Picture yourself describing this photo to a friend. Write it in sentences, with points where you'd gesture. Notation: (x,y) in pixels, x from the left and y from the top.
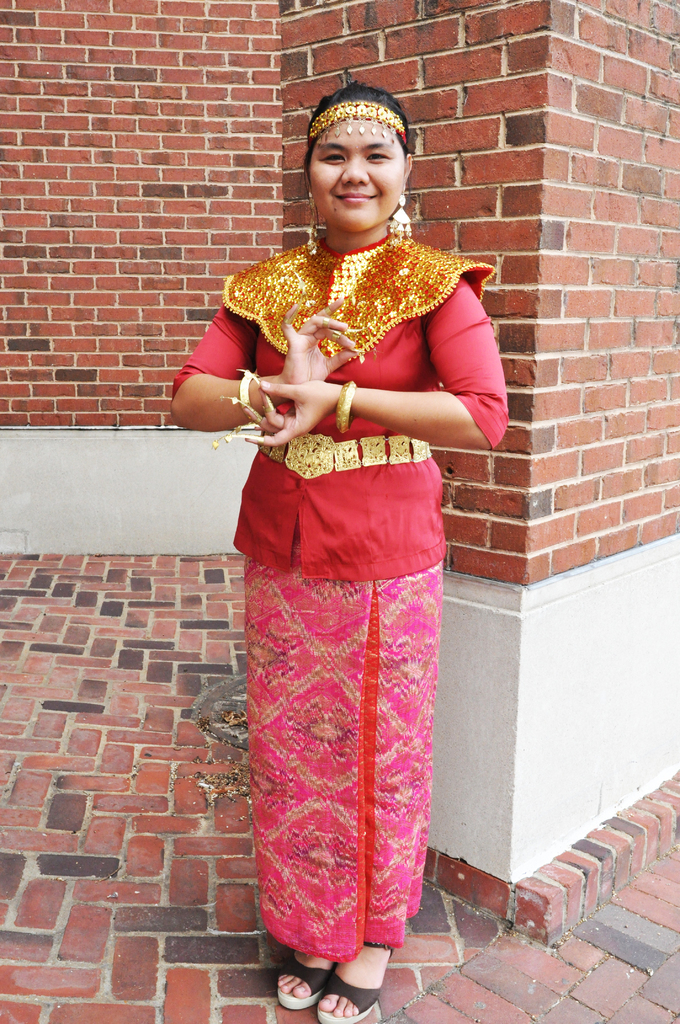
In this image we can see a woman (280,575) is standing on the floor (97,905) at the brick wall (455,471). In the background (92,288) we can see brick wall (229,274).
